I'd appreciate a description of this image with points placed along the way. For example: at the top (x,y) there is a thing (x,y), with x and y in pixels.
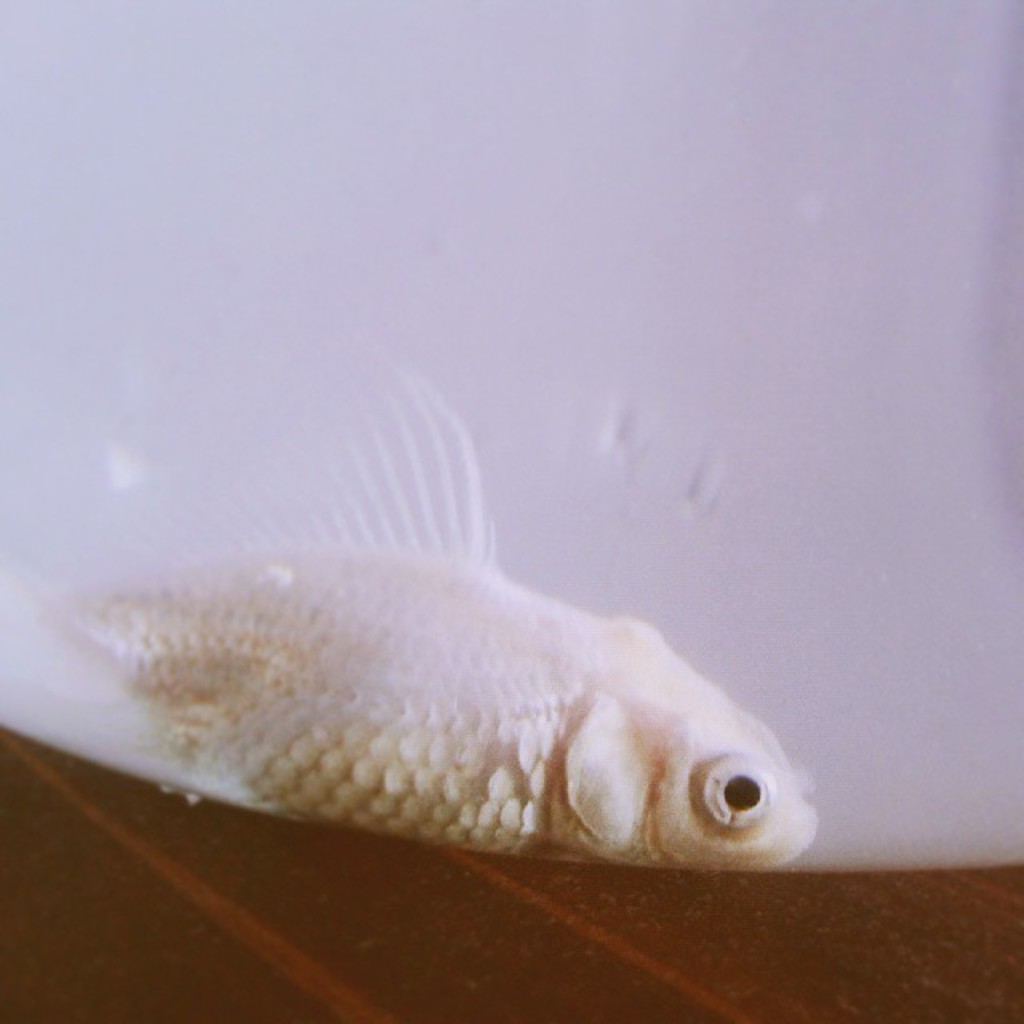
There is a white color fish (395,688) is present as we can see at the bottom of this image (484,725), and there is a white color wall (544,383) in the background (560,320).
